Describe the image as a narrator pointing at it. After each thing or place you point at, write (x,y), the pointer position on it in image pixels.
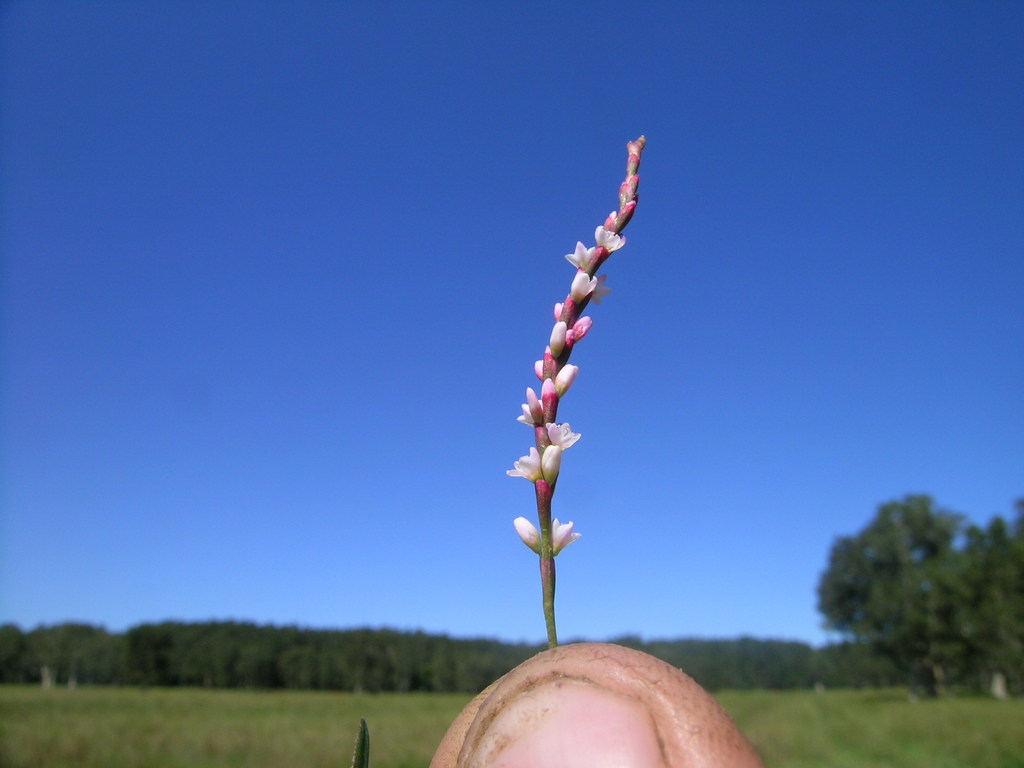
In this image we can see a stem (544,523) with small flowers (567,427) on it. In the background (321,670), we can see a group of trees (855,610) and sky (820,354).
